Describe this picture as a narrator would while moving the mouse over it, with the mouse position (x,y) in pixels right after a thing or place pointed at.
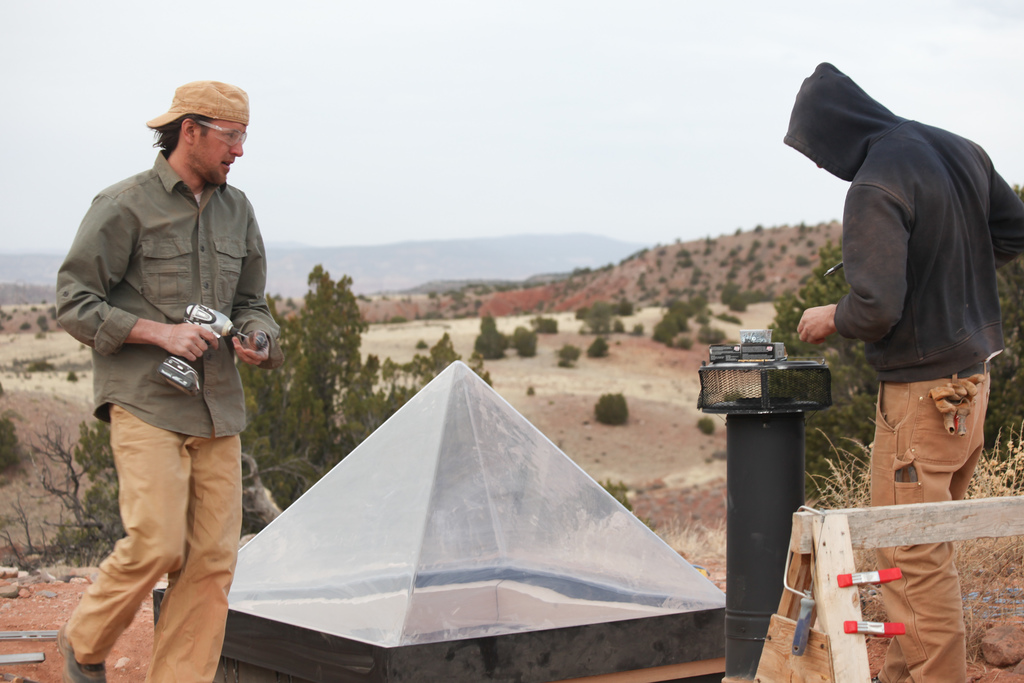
In this image in the front (225,405) there are persons (226,373) standing. On the left side (151,314) there is a man (166,282) standing and holding a drill machine (187,373) in his hand (179,355). In the center (455,450) there is a pyramid (462,567). On the right side (848,521) there is a wooden stand (898,527) and in the background (537,339) there are trees (354,341).
